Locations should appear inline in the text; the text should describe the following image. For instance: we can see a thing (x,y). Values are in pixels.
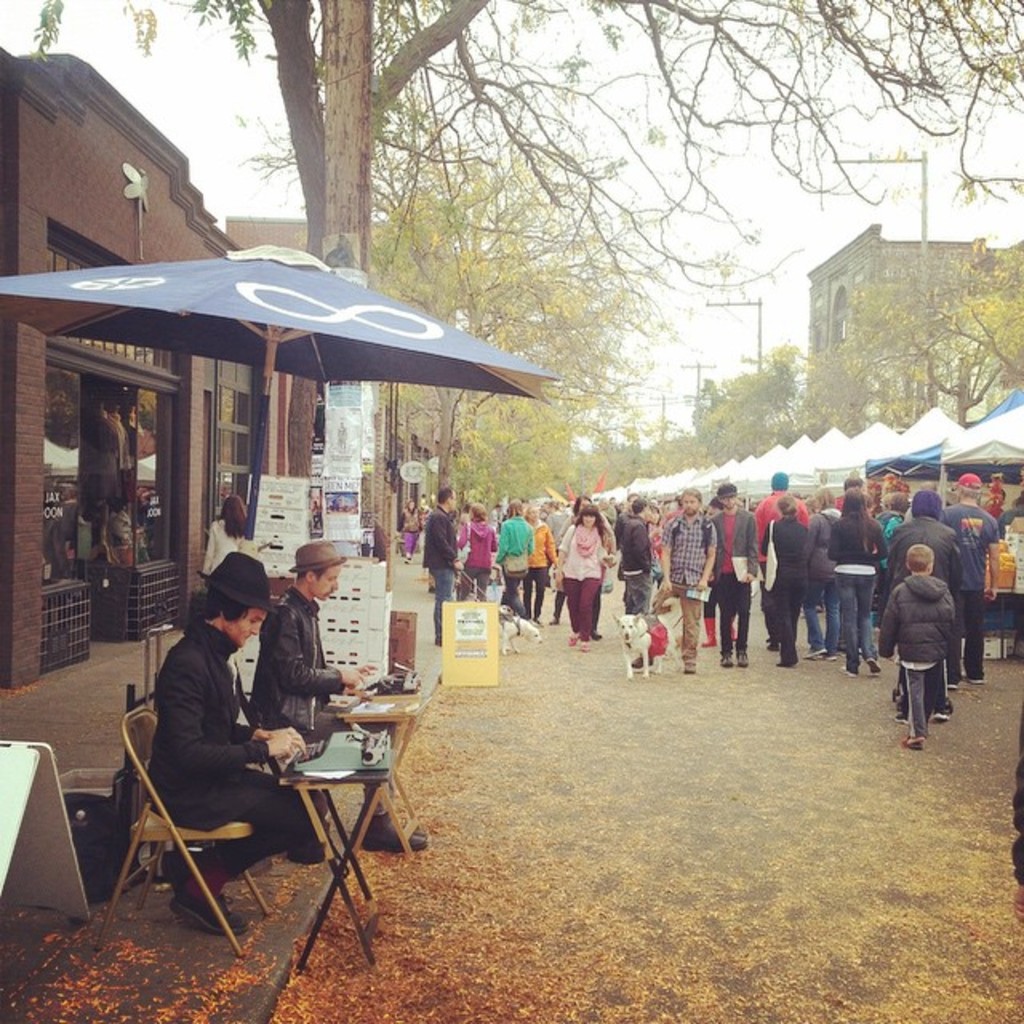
In this image, we can see a group of people (258,841). On the left side of the image (315,646), we can see two people (159,673) are sitting on the chairs (134,761). Here we can see few tables (357,822), boards (37,846), some objects (395,648), umbrella (270,294) and dogs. Background (106,573) we can see houses (8,525), buildings (51,580), trees (426,417), stalls (970,471), poles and sky (654,118). Here we can see few people (619,504) are walking on the walkway (780,832).
